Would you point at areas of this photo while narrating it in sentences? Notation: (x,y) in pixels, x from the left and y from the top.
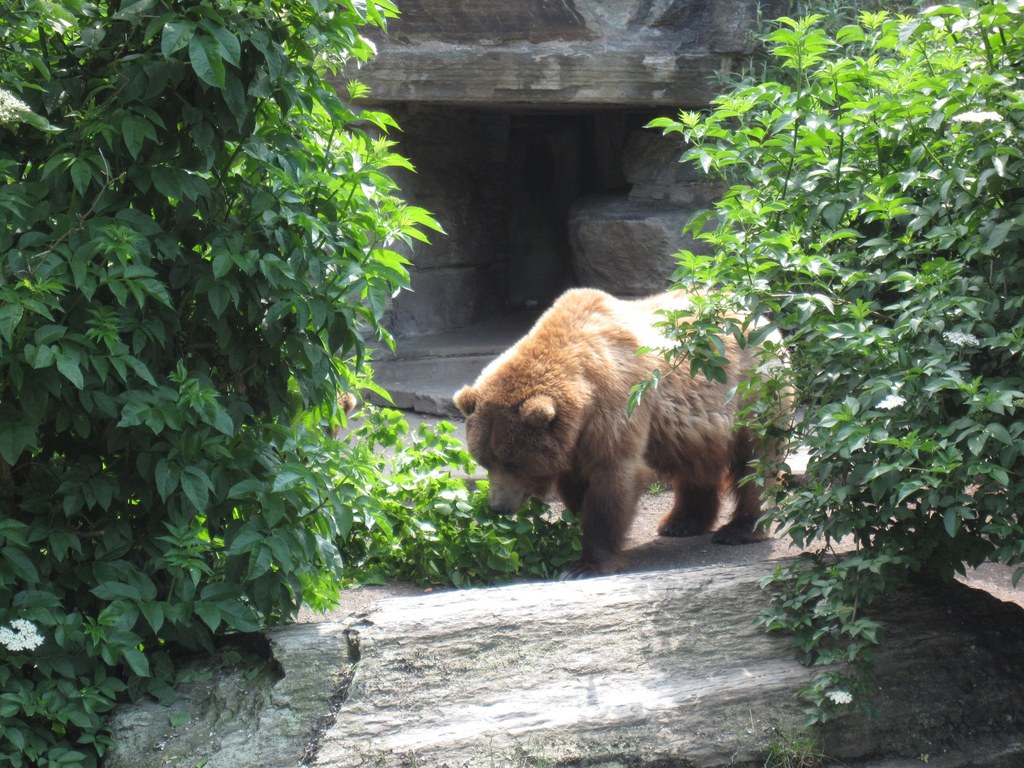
In the picture we can see a bear (654,474) standing on the surface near it, we can see some rock steps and besides the bear (612,469) we can see plants (395,443) and behind the bear (586,480) we can see a cave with rocks (591,68).
